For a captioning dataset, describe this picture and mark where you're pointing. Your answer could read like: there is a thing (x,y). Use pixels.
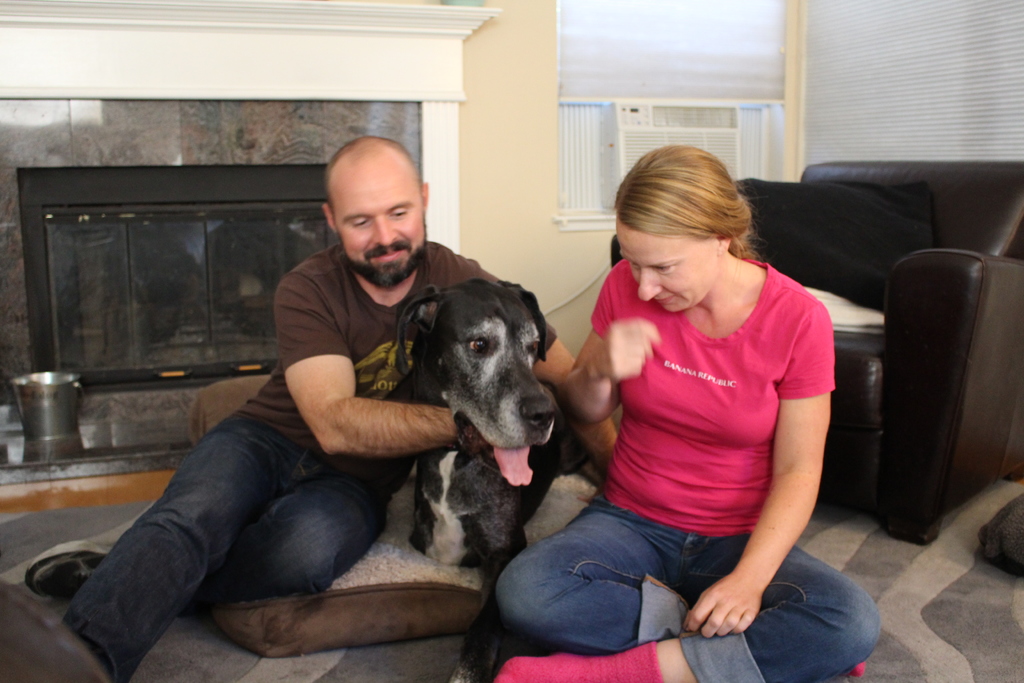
In this picture there is a man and a woman (594,567) sitting on carpet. There is a dog (505,355). There is a sofa (904,269) and a pillow (860,304). There is a bucket (65,414) and a cloth (835,308).
